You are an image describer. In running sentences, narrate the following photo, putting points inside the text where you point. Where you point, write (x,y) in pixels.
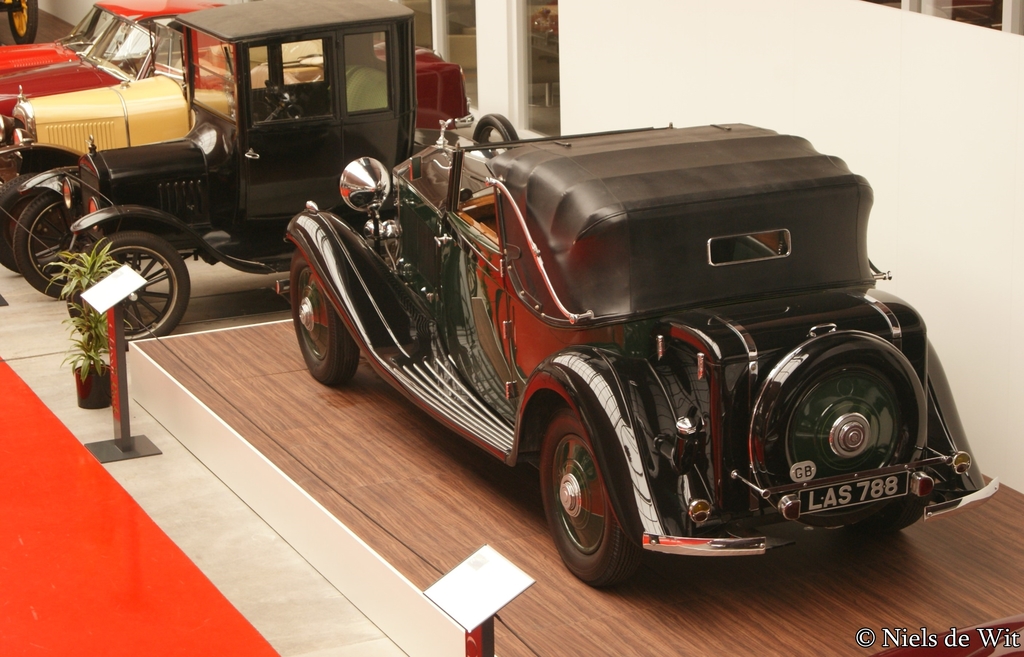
In this image there are cars (371,247), there are stands (116,340), there are boards (120,291), there is the wall (781,62), there are windows (542,82) towards the top of the image (451,26), there is a red color object (88,530) towards the bottom of the image (84,558), there is a flower pot (92,385), there is a plant (94,322), there is text (960,640) towards the bottom of the image (938,639).
